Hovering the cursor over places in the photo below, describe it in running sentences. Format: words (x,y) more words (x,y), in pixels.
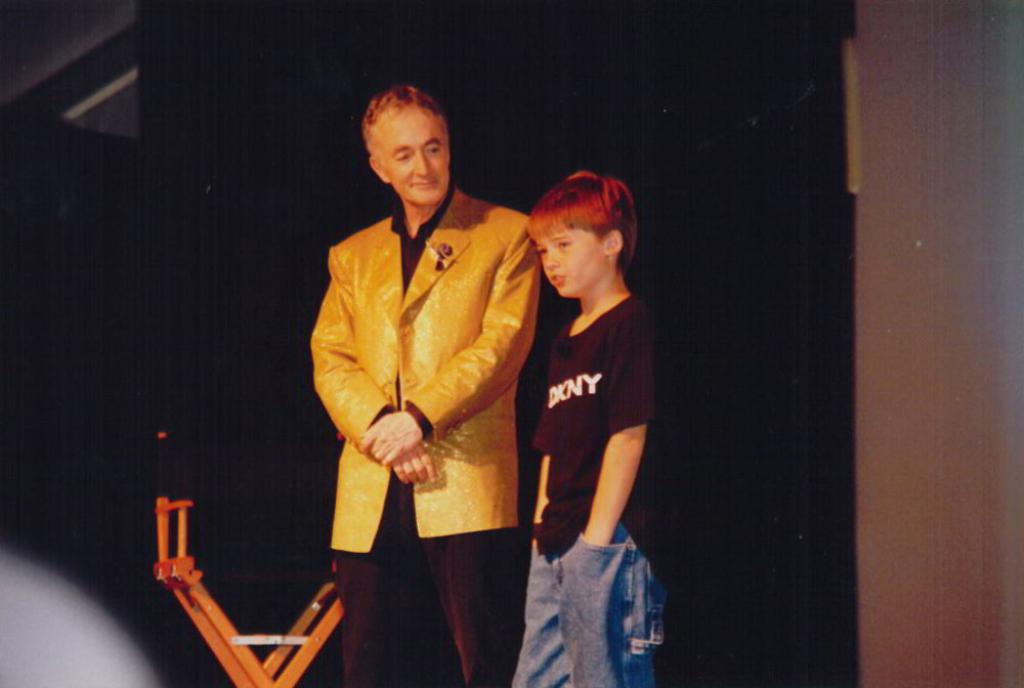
In this picture we can see two people (502,441) and in the background (849,414) we can see some objects (860,395).
